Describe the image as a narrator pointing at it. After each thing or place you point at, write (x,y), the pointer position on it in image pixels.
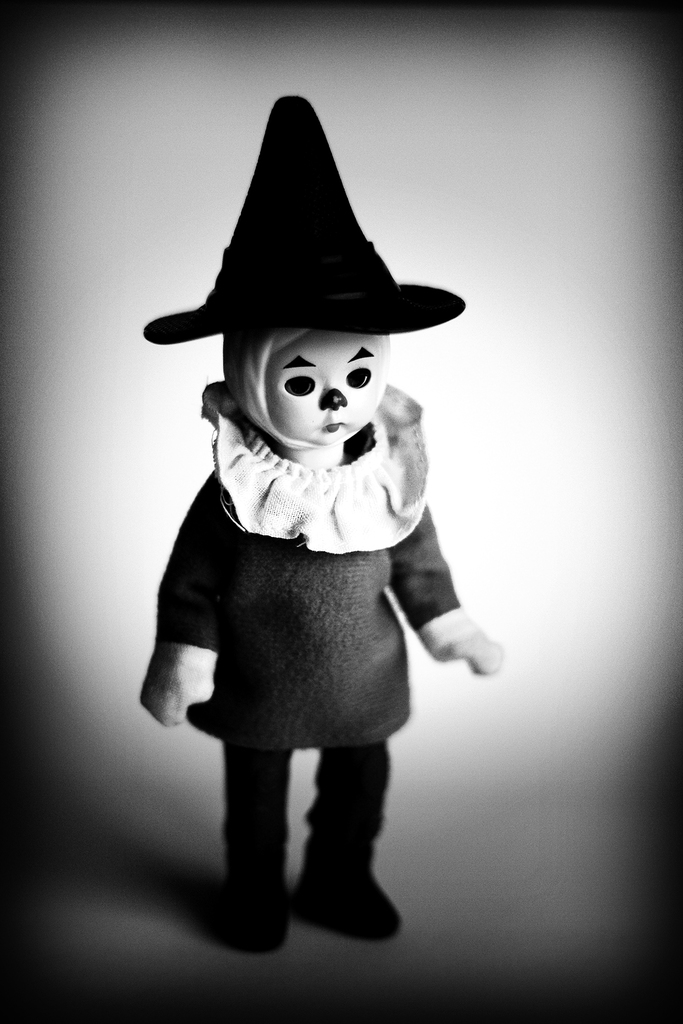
In this image there is one doll (332,680) in middle of this image (353,510) and there is a cap (306,239) which is in black color.
